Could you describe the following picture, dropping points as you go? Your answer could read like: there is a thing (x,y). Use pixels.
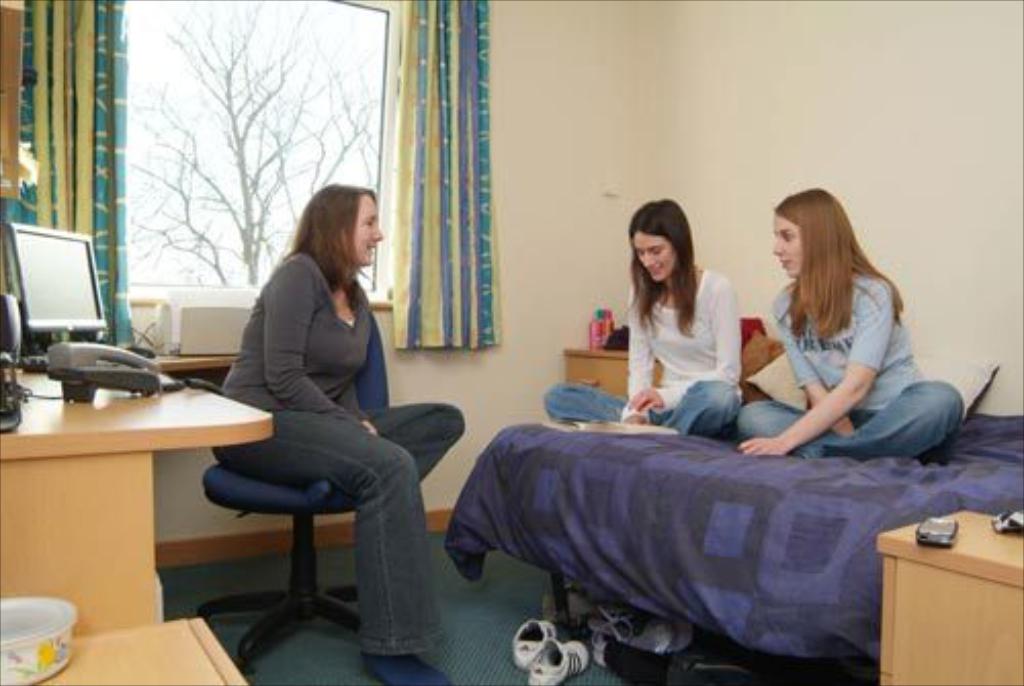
In this image there are three women (344,341) who are sitting. On the right side (897,465) there is one bed (802,548) and on the left side (229,425) there is one table (224,443) and one chair (278,501) is there. On the top (260,14) there is one window (164,30) and two curtains (413,54) are there and one tree (244,160) is there, on the right side (746,71) there is a wall (731,85) on the bottom of the right corner (930,559) there is one table (947,554) on the table (988,551) there is one mobile phone (927,536) and on the floor (446,636) we could see some shoes (658,646).
